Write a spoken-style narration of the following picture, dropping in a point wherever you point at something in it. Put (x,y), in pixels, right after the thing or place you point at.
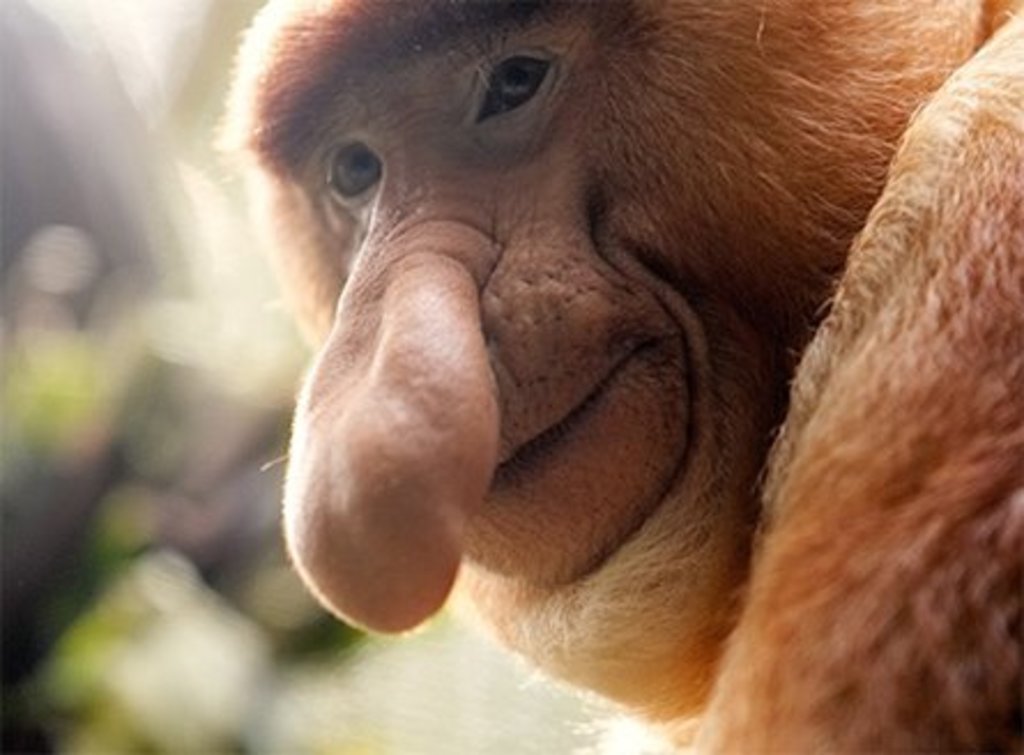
In front of the image there is a monkey (302,182) and the background of the image (71,556) is blur.
